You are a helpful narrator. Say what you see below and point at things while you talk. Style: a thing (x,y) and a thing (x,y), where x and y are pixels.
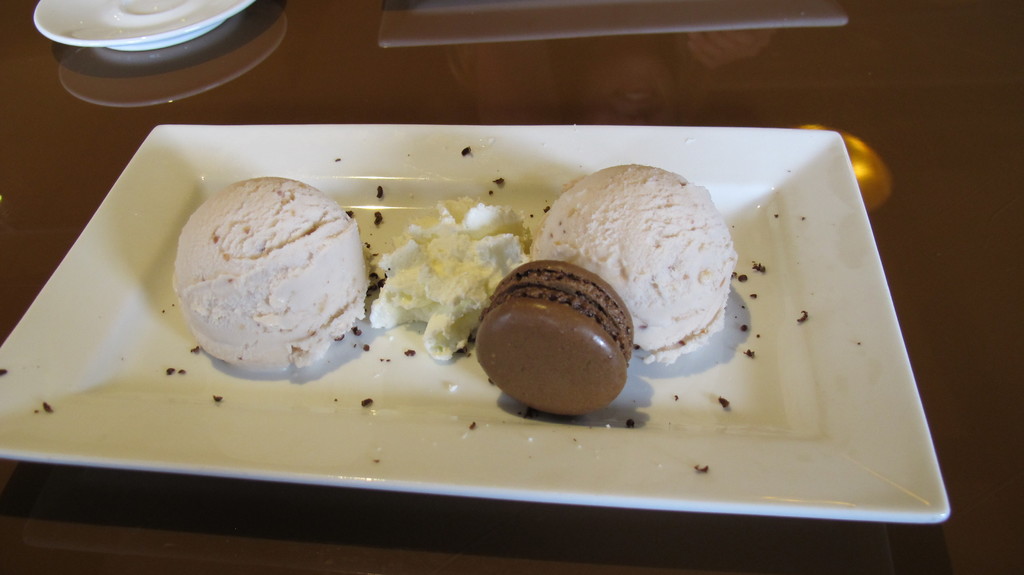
In this image we can see ice cream scoops (239,238), and other food item (533,290) on the plate (446,428), which is on the table (196,87), also we can see another plate (202,31) on the table (946,376).
